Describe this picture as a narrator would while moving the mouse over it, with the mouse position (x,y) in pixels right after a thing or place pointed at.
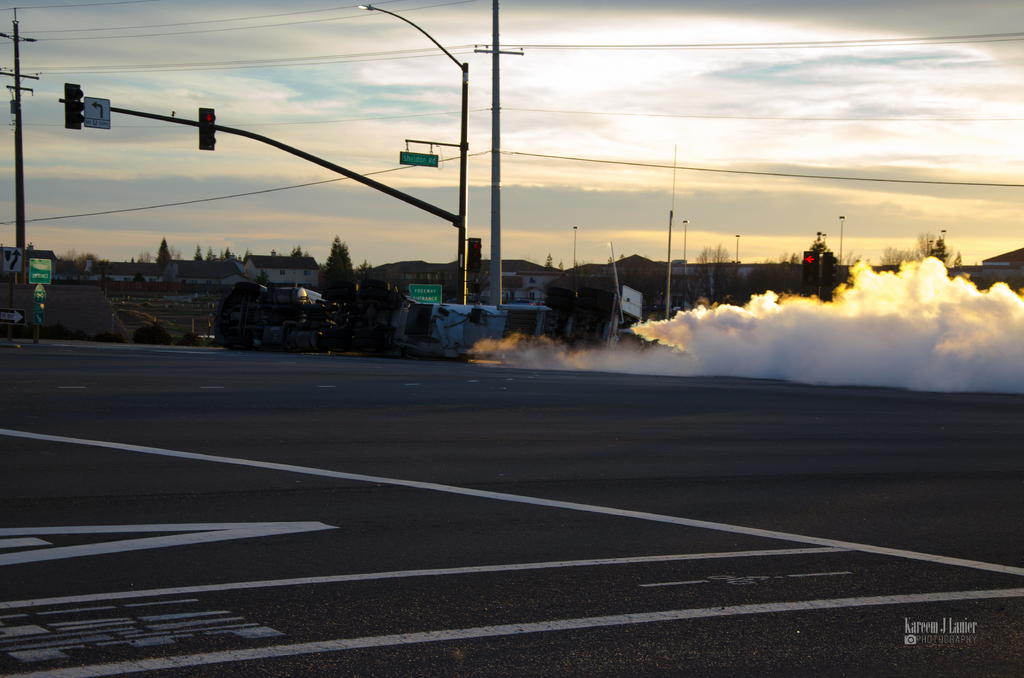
In this image I can see the road (421,446), few poles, a traffic signal (210,124), few wires (393,170), few poles (175,120), few boards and a vehicle (437,314). In the background (287,266) I can see few buildings (287,266), few trees (296,252) and the sky (550,177).
